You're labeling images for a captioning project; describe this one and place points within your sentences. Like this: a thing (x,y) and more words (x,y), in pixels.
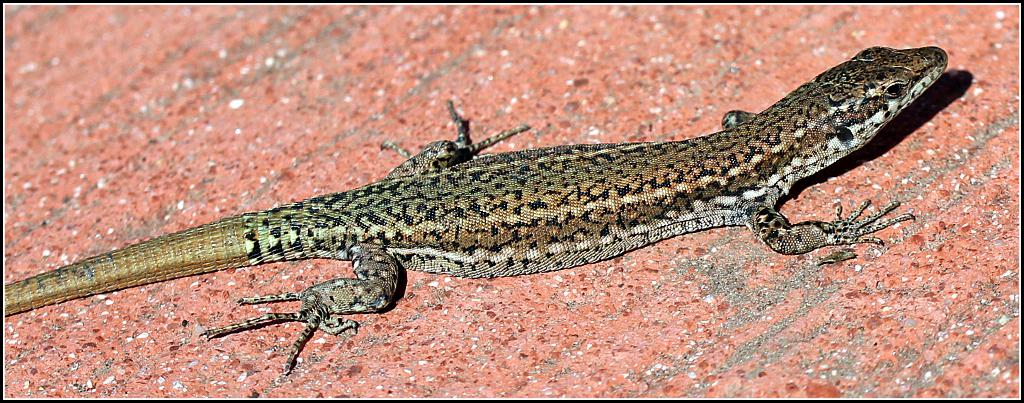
In this image I can see a lizard (562,197) on a surface (643,333).
